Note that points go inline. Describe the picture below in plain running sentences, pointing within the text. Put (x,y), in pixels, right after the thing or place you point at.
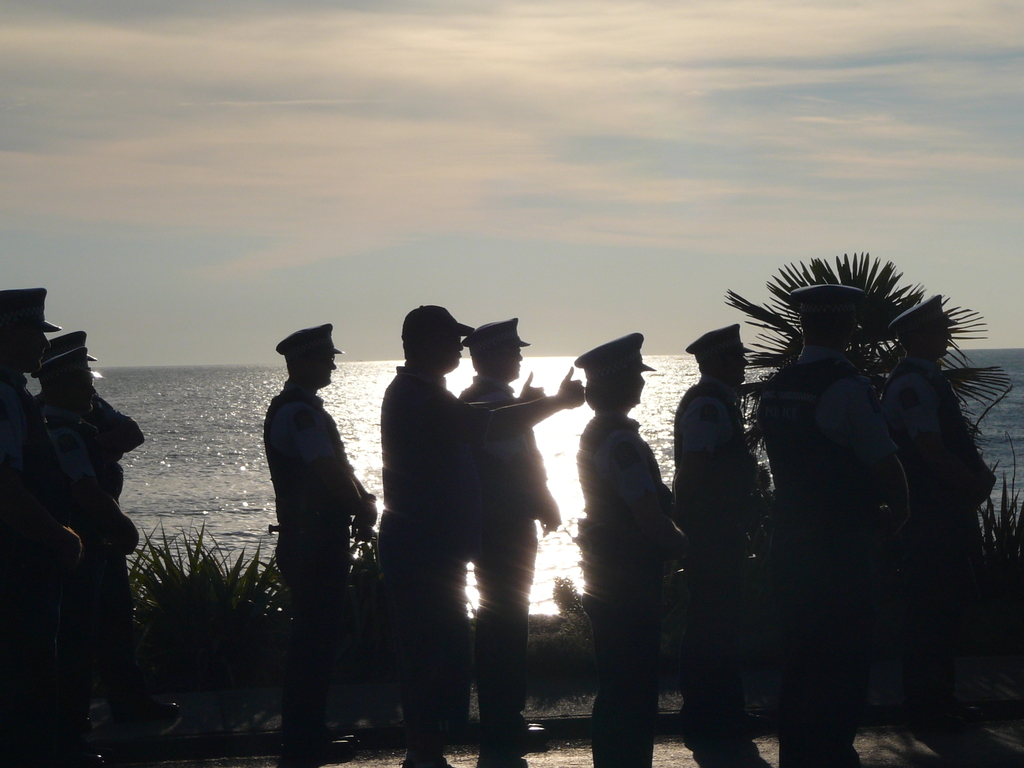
In this image in the center (390,458) there are some persons (661,490) who are standing, and also there are some plants (182,605). In the background (950,357) there is a beach (985,357), and at the top of the image (427,63) there is sky (449,139).
